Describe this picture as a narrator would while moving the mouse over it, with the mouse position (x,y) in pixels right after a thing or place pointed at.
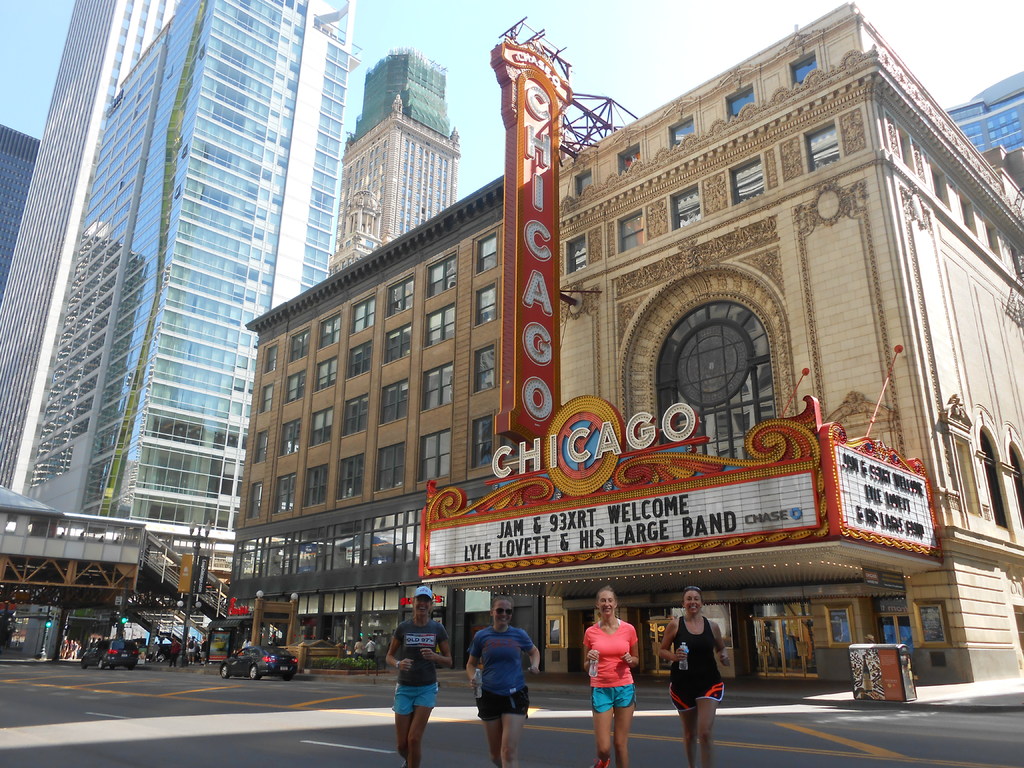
In this image there are buildings (803,341). At the bottom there are people (406,733) and we can see cars (232,672) on the road (246,698). In the background (615,7) there is sky (652,38).
